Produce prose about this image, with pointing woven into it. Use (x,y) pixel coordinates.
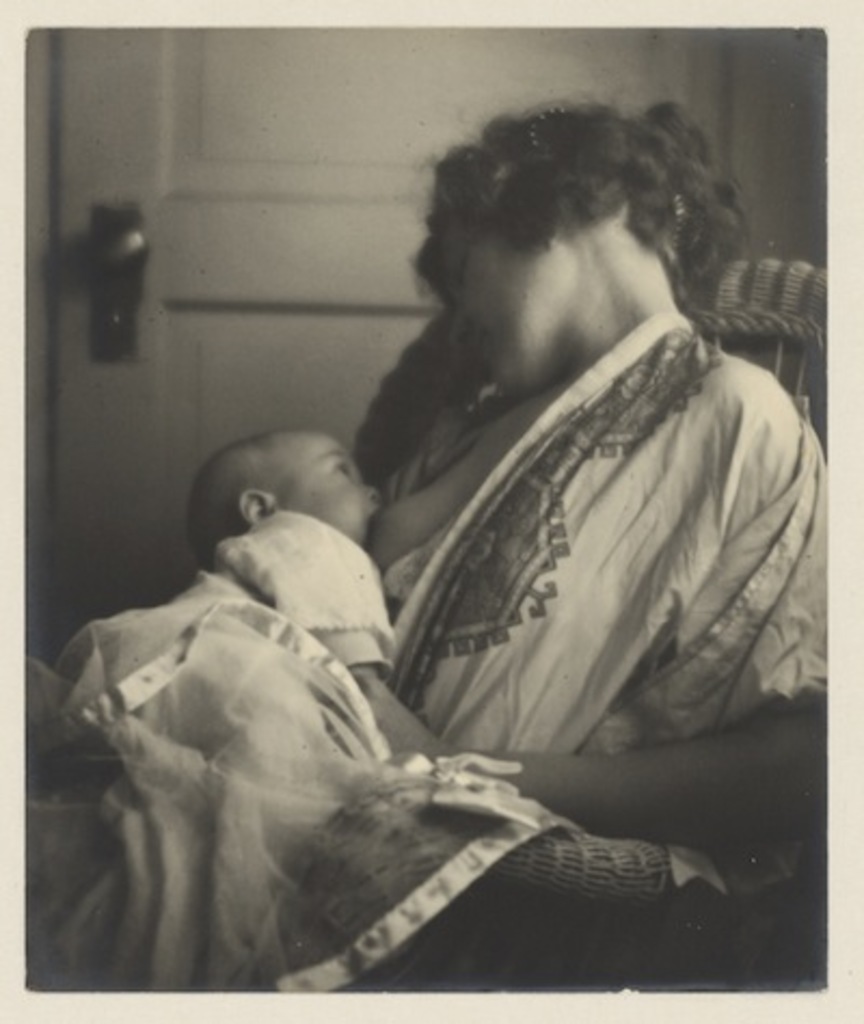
Here in this picture we can see a woman (422,388) sitting in a chair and feeding a baby (418,744) present in her arms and behind her we can see a door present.
